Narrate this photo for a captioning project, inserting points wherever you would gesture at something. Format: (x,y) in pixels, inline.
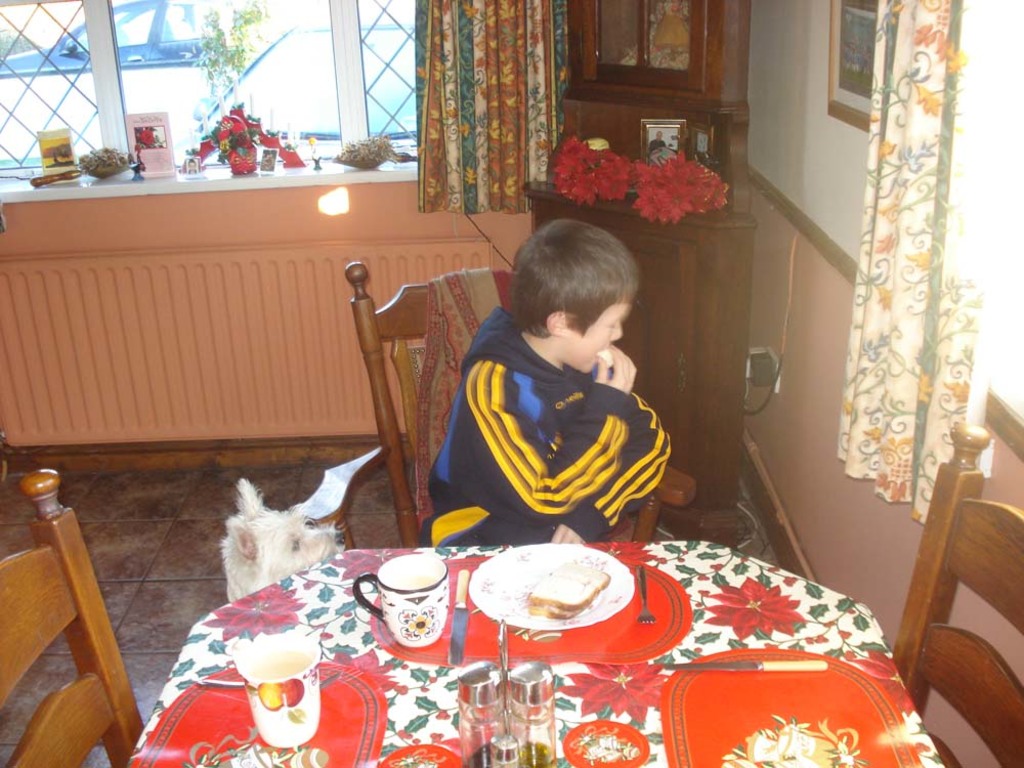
A boy (514,401) wearing a blue and yellow jacket (559,415) is eating something and sitting on a chair (402,475). There is a dog (275,538) beside him. There are another two chairs (14,756) and dining table (626,674). On the dining table (716,667) there is a table sheet (633,688) and some knives (453,652) glasses (414,629) plates (605,603) and bread (561,596). In the background (276,129) there is a window (133,58) and a small table (737,201) and a flower vase (674,179), photo frame (645,158), curtains (925,169) are in the background (429,125).
